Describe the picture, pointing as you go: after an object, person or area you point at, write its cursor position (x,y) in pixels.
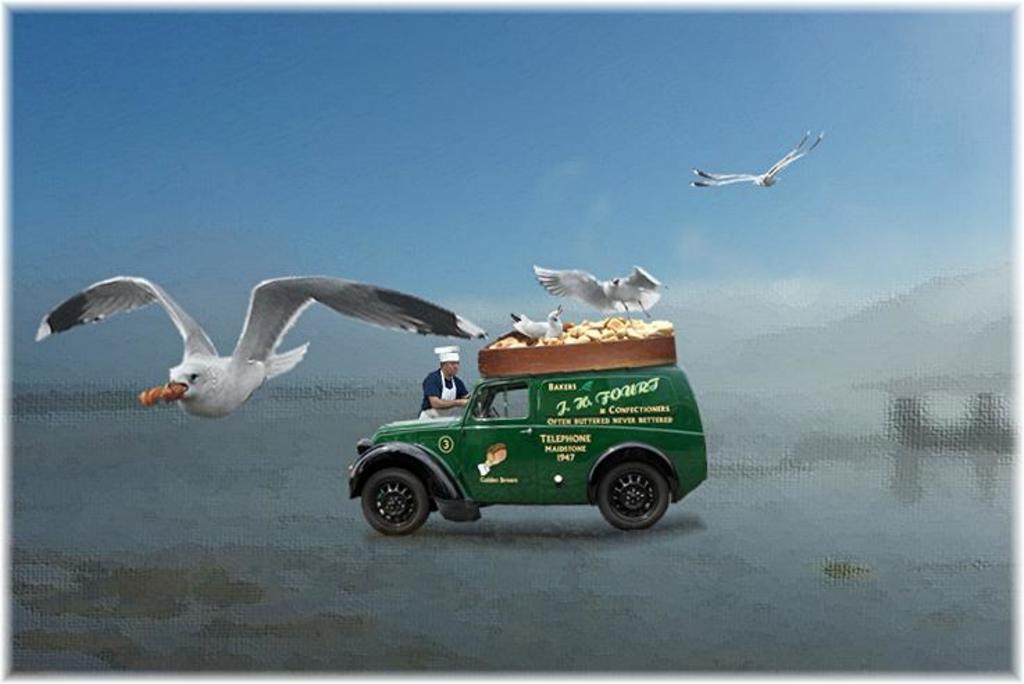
In this image I can see green vehicle (446,458) and one person (444,363) is standing. Top I can see food items (567,337) and few birds (562,291) are flying. The bird (236,368) is in white and black color. Background (536,124) is in blue and white color.
